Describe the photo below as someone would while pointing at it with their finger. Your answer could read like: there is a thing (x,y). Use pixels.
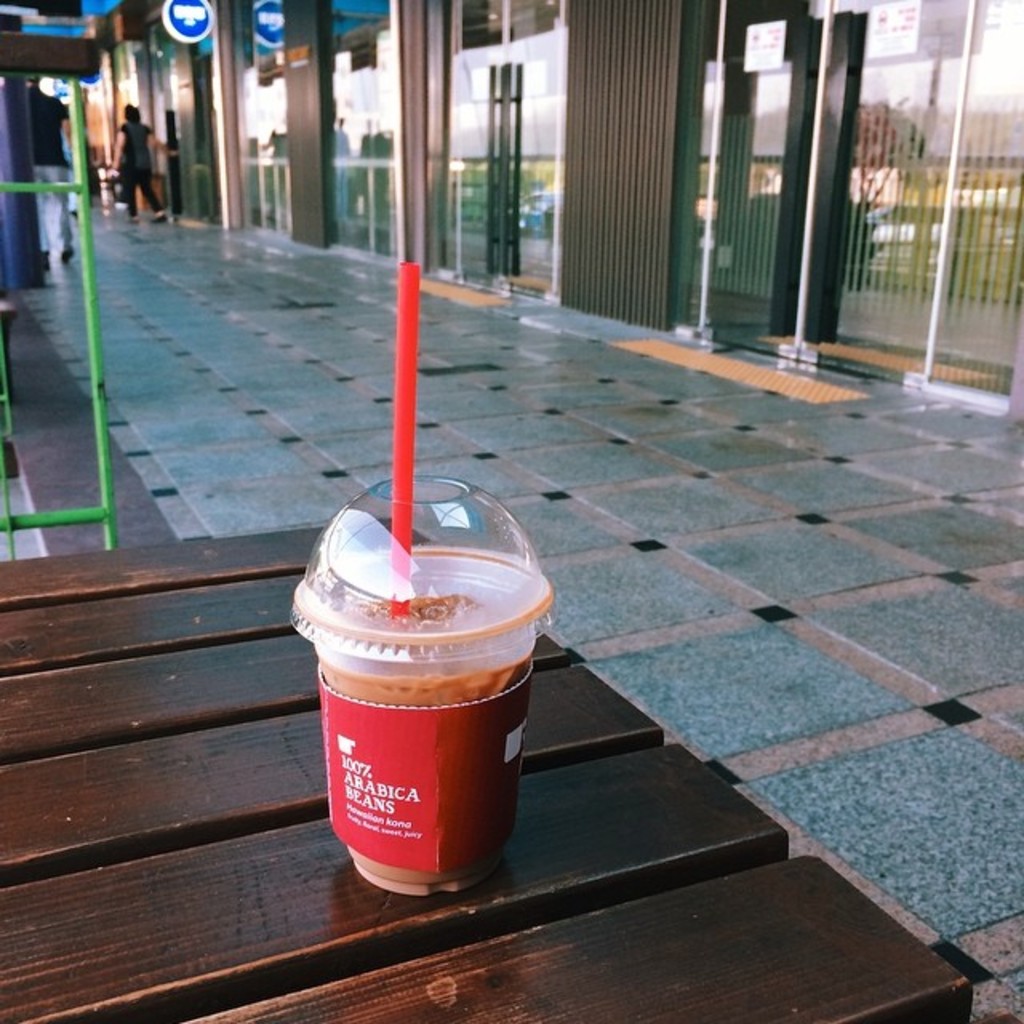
As we can see in the image there are buildings (256,136), few people (60,211) here and there and a table (272,712). On table (282,1013) there is glass (409,695).
